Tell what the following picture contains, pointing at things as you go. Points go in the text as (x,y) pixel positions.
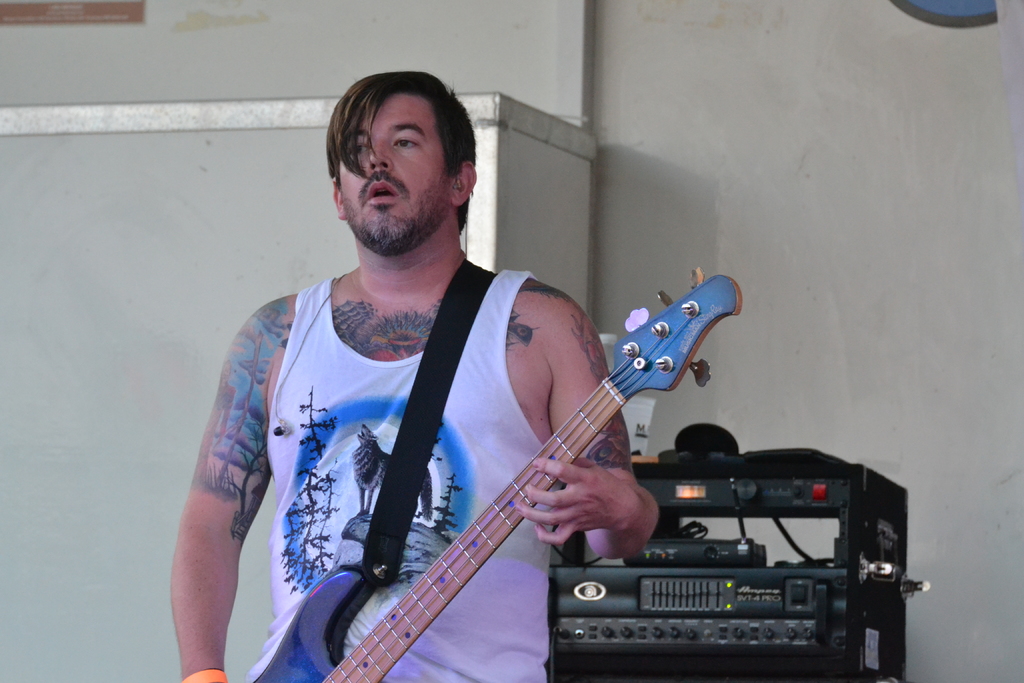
In this image the man (334,423) is standing and holding a guitar (405,625). He has a tattoo (264,402) on his hand (251,327). At the back side (696,527) i can see a machine (709,602) and a white wall (909,310).
